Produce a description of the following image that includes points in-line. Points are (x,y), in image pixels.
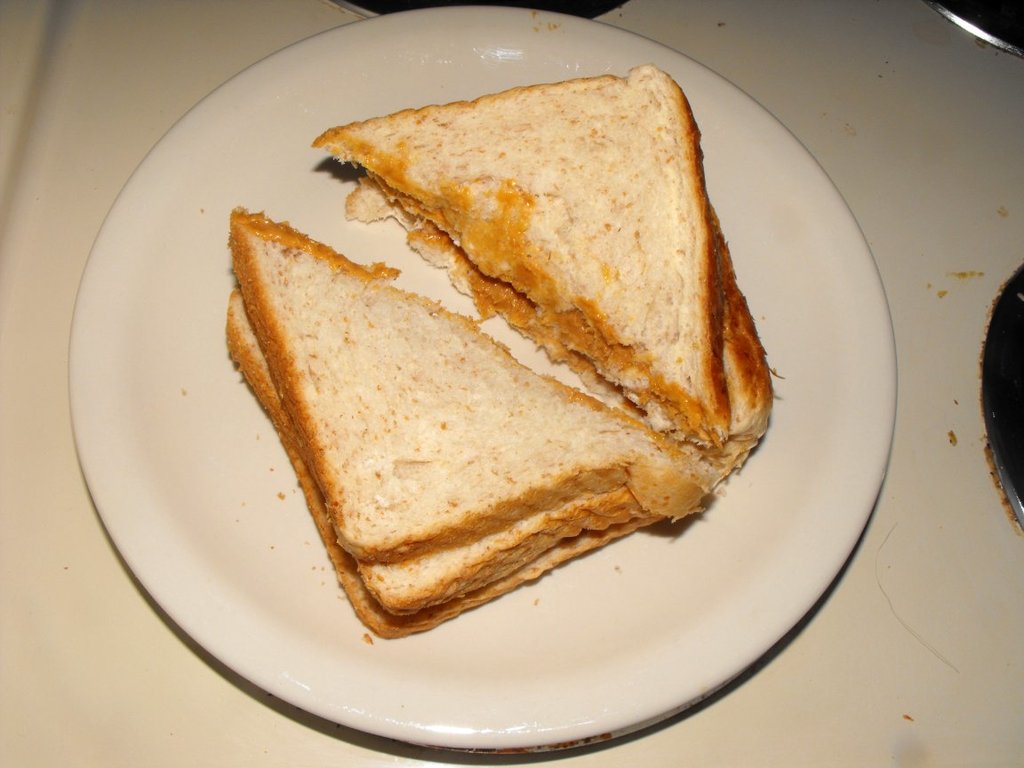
In this image, we can see some food items (485,315) in a plate (253,507) is placed on the white colored surface (53,611). We can also see some objects (1021,491).
